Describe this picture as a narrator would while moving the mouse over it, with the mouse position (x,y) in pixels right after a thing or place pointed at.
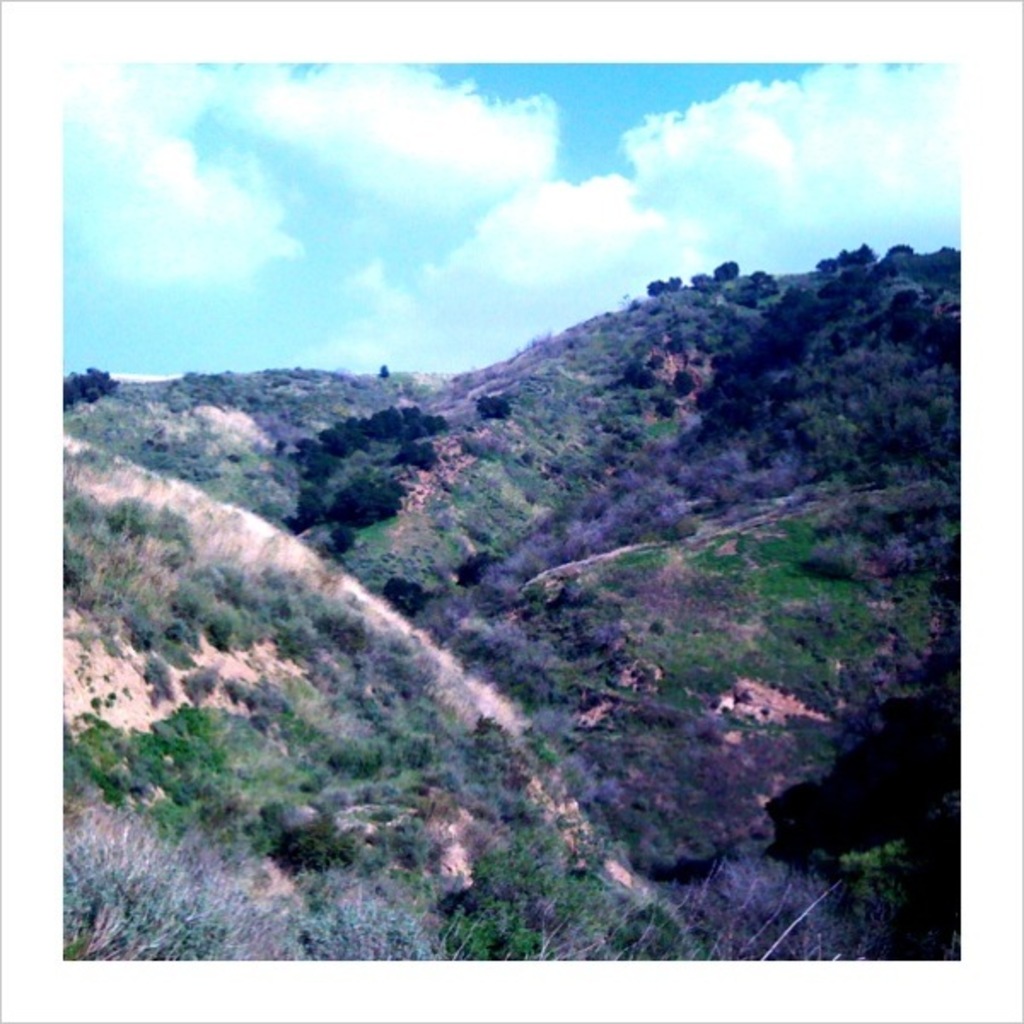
In this image, we can see a photo, we can see some plants (437,789), hills (495,503) and the sky (369,204).
